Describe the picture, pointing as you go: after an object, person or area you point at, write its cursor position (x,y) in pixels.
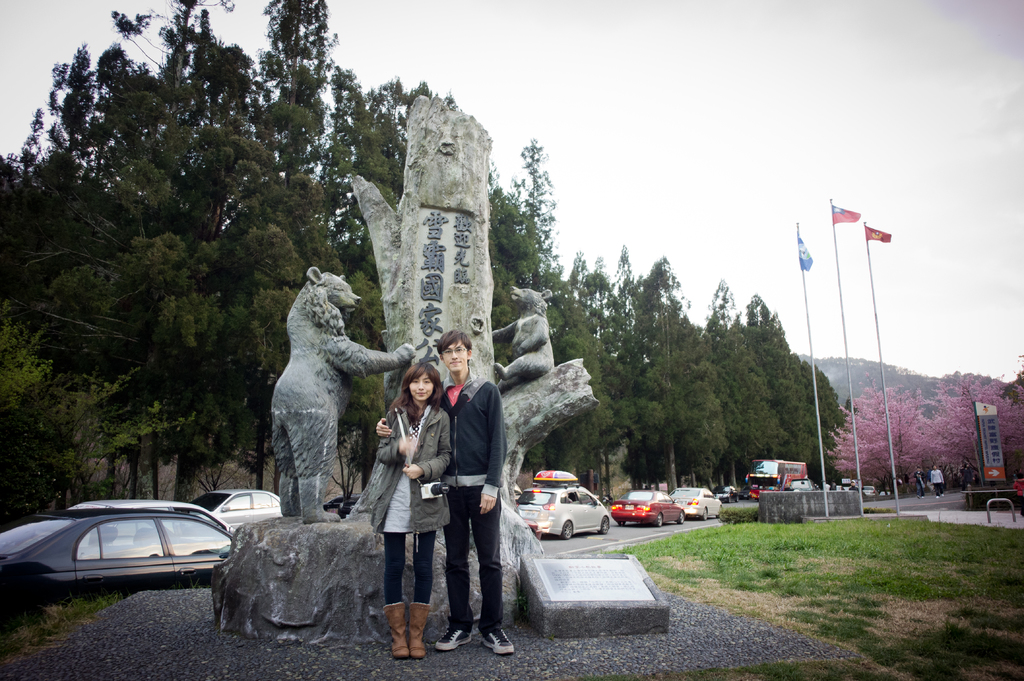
In the picture I can see a woman (437,458) and a man (462,378) standing here. In the background (511,408), I can see the statue (584,375), I can see memorial stone (595,599), vehicles (782,475) moving on the road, I can see flags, trees (819,464), grass (841,535), boards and the sky (745,265) in the background (769,261).
